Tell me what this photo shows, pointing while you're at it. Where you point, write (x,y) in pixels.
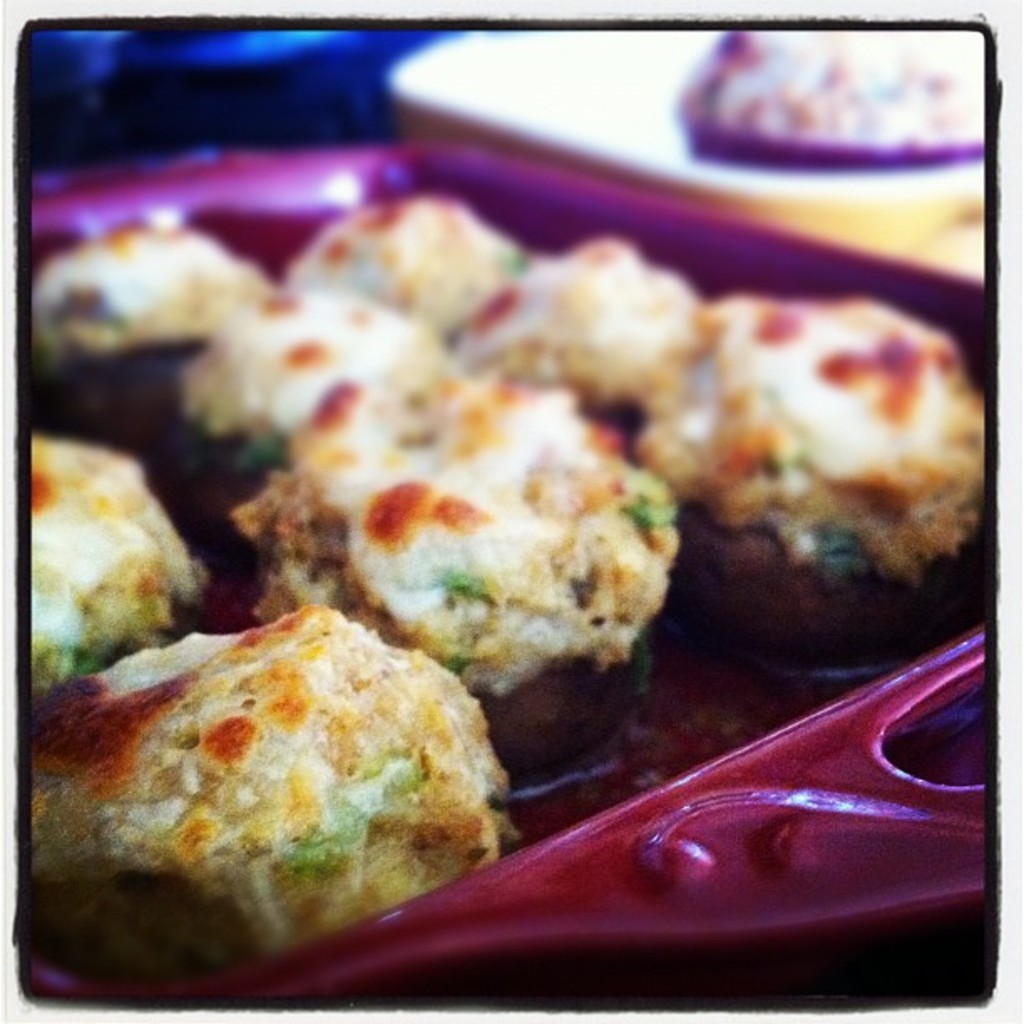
In this image we can see some food item (77,469) kept in the purple color plate (732,873) and this part of the image is slightly blurred.
